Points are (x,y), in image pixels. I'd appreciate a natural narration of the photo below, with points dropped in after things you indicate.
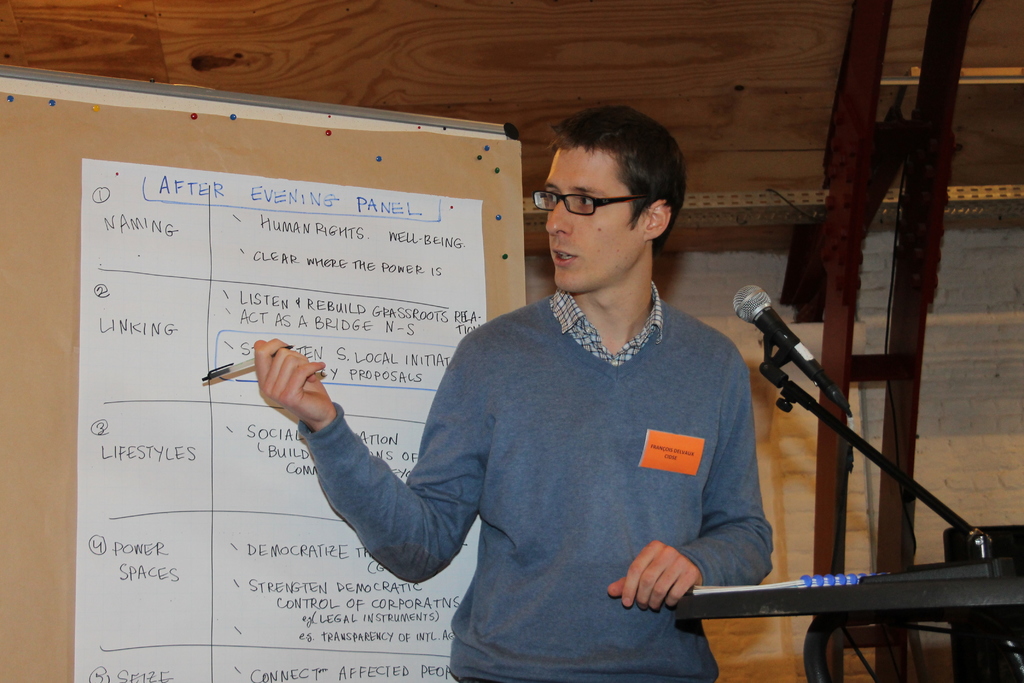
In this image in the center (645,434) there is a person (623,525) standing and speaking. On the right side (910,588) there is a podium (936,591) and on the top of the podium (962,582) there is a mic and there is a book (759,588) and the person (517,437) is holding a pen (225,372) in his hand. In the background (385,337) there is a board (240,274) with some text (281,306) written on it and there is wall (707,217) behind the board (423,188) and there is a stand (817,413).
